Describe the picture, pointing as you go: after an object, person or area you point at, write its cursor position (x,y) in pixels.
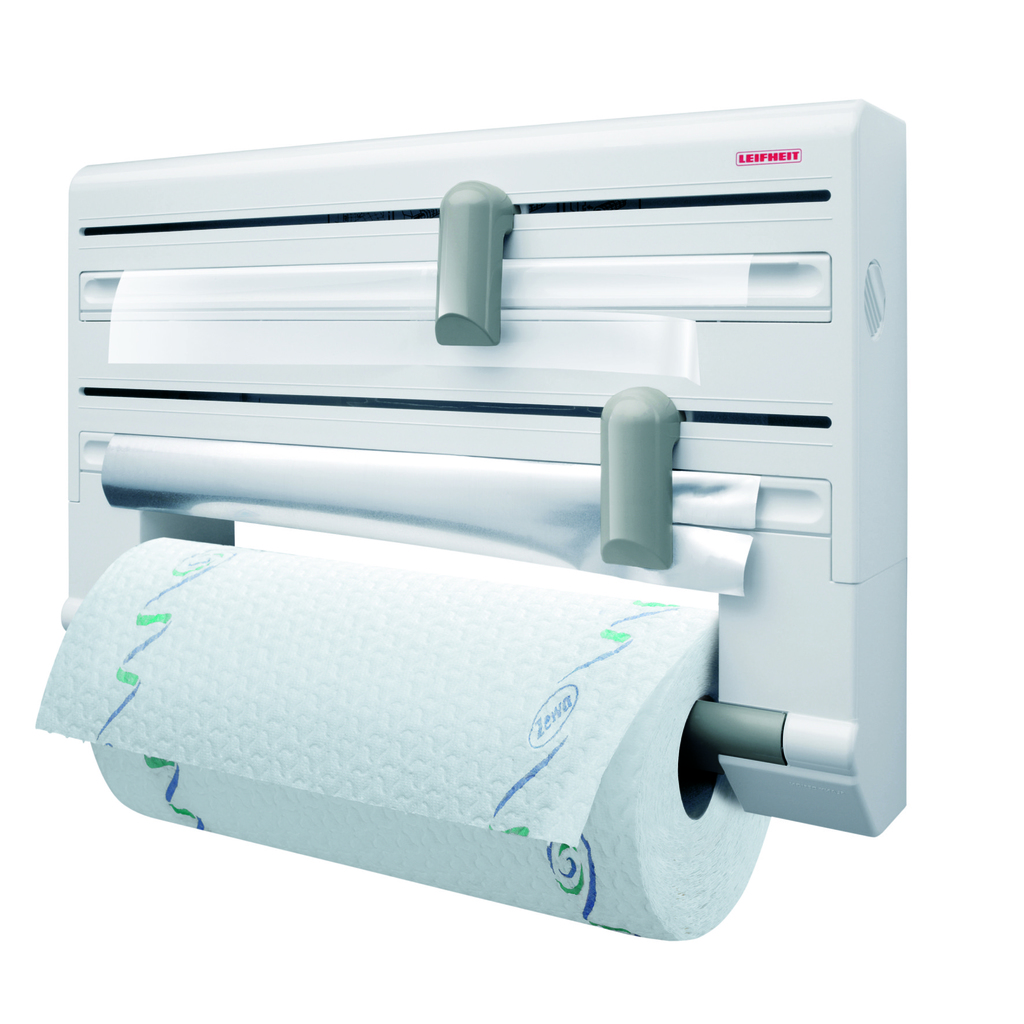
In this image there is a paper towel dispenser (707,223).
